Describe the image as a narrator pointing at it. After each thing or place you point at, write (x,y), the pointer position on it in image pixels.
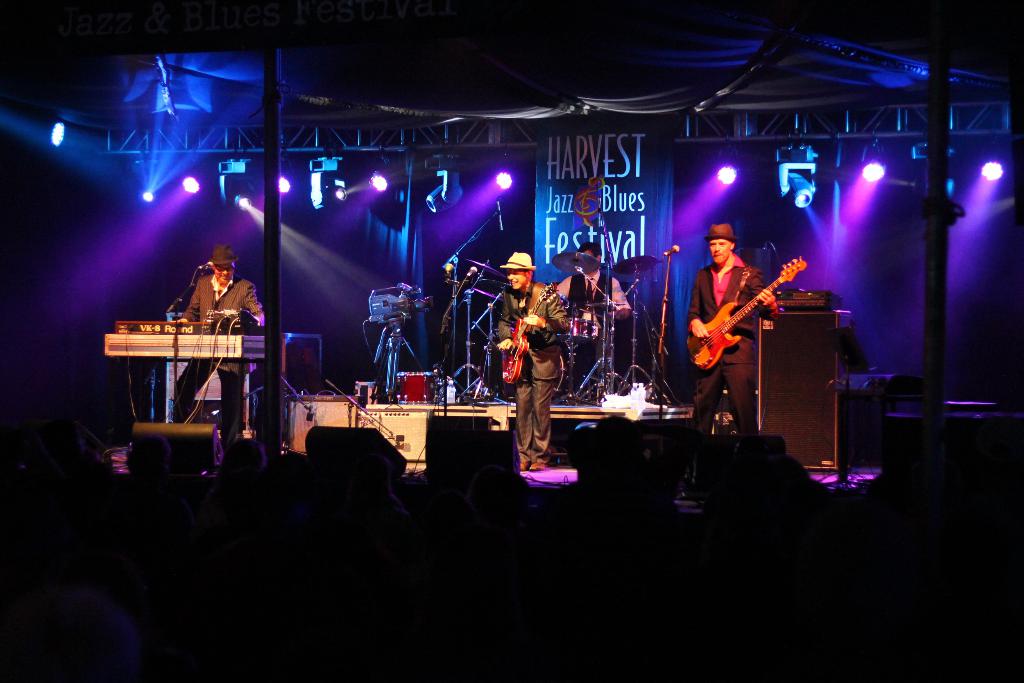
As we can see in the image there are lights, banner (621,131) and four people (718,284) on stage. Two of them (548,367) are holding guitars (736,337) in their hands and this person (595,290) is playing musical drums (586,318).
